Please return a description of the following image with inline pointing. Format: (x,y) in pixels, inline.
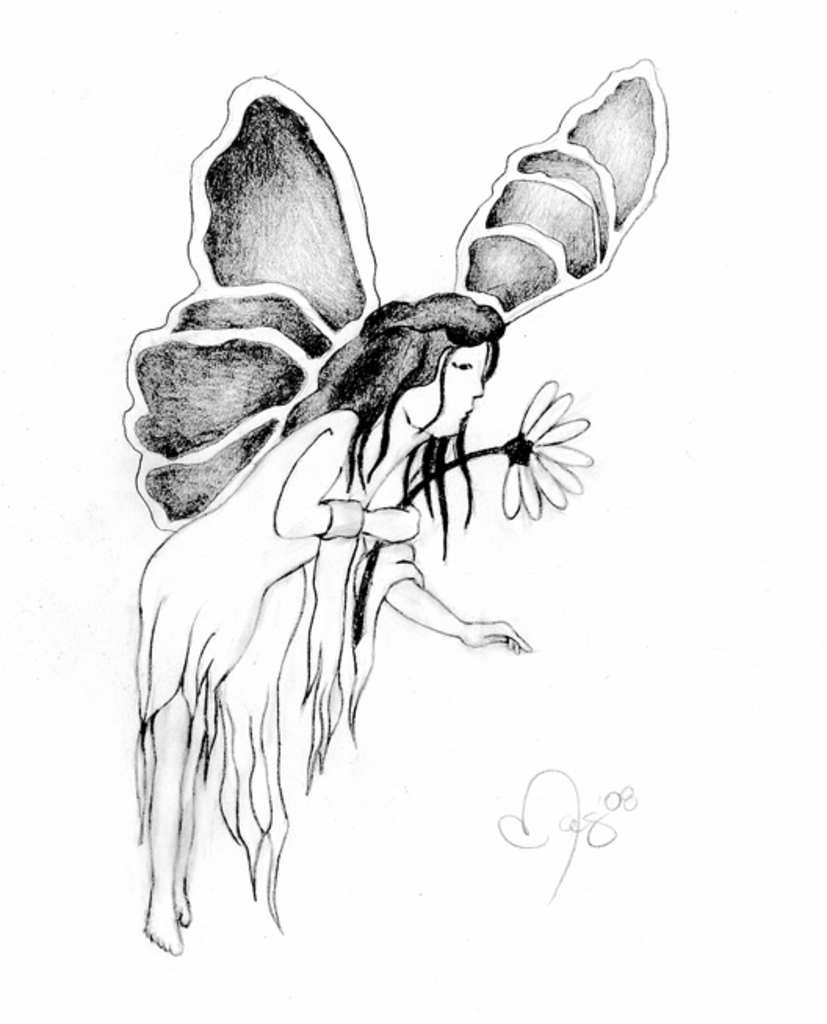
This is a sketch. In this picture we can see a woman (344,610) having wings (210,444) on her back (289,456) and holding a flower (576,458) in her hand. There is some text (586,832) visible on the right side (566,828). Background (681,858) is white in color.
